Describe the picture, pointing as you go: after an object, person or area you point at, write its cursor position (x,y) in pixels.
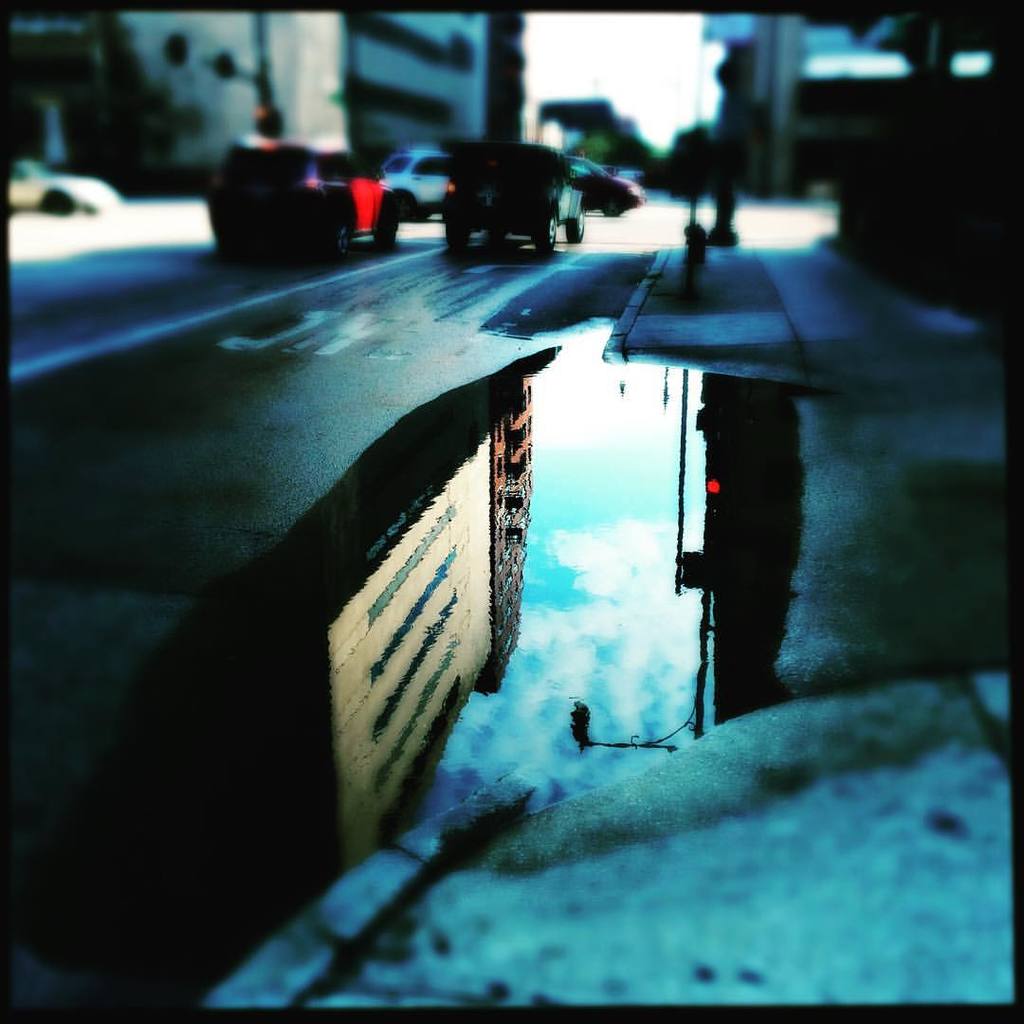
This is the road (320,440), this is water (534,584). In the middle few vehicles (276,216) are moving.
